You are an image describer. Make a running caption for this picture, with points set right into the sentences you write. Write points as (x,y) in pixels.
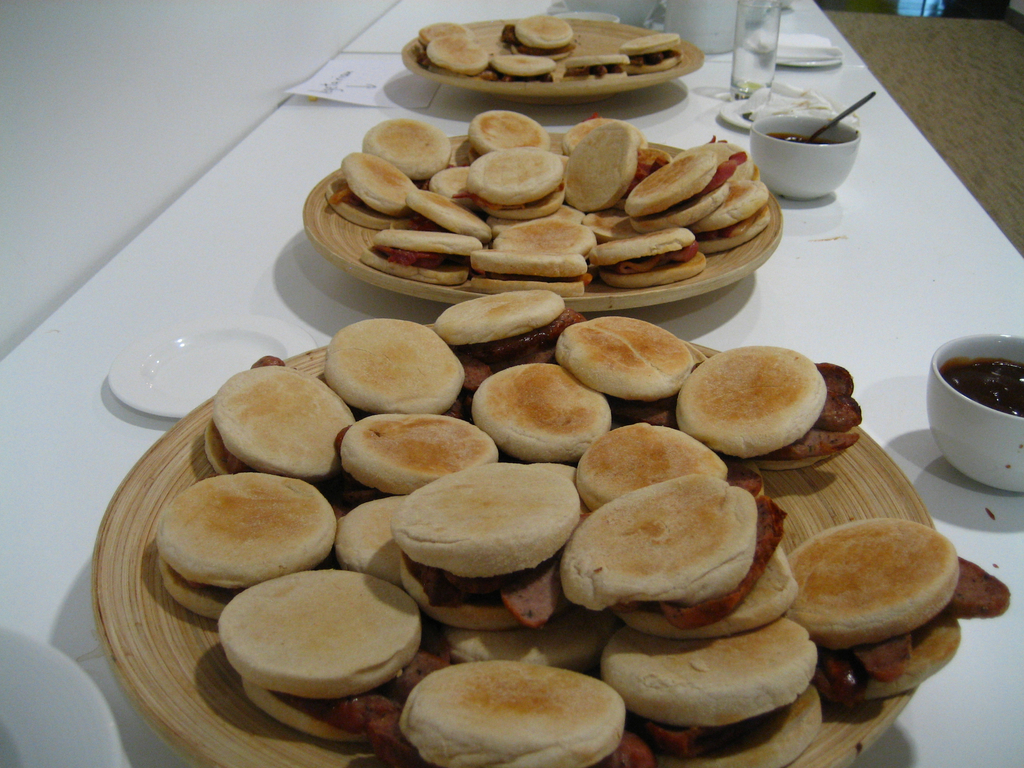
This image is taken indoors. At the bottom of the image (952,685) there is a table (863,250) with many trays (201,429) of burgers (554,246), plates (779,57) and a few bowls (811,157) with sauce (812,142), spoons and a few things (700,11) on it. On the right side of the image (930,52) there is a floor (929,75). At the top of the image (140,137) there is a wall (140,186).
